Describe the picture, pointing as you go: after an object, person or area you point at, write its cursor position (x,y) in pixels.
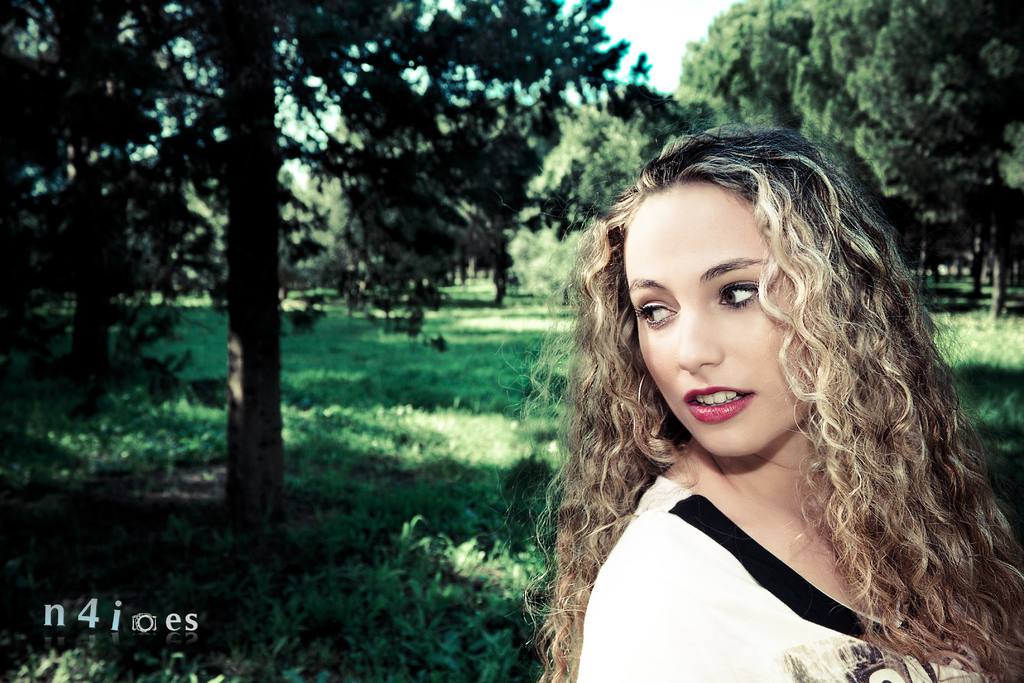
In this image I can see a person (677,489) wearing white and black dress (682,551). I can see few trees (492,148). The sky (668,39) is in white color.
